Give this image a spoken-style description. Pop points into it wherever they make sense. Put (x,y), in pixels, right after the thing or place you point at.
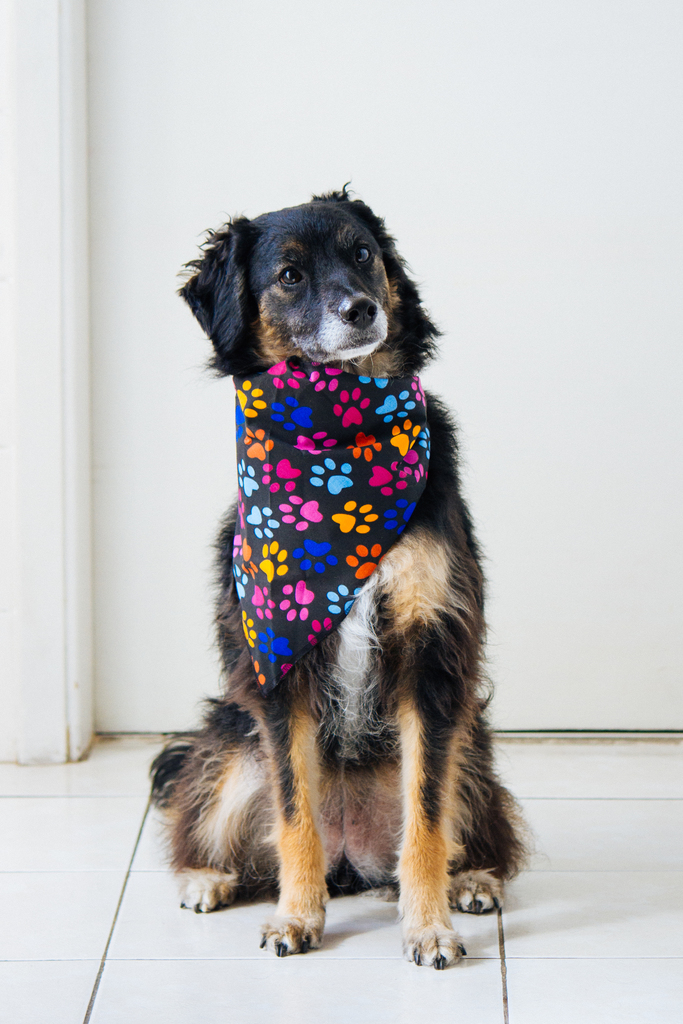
We can see a dog (453,628) is sitting on the floor (4,966) and there is a cloth (282,520) tied to its neck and in the background (299,108) we can see the door (370,135).
